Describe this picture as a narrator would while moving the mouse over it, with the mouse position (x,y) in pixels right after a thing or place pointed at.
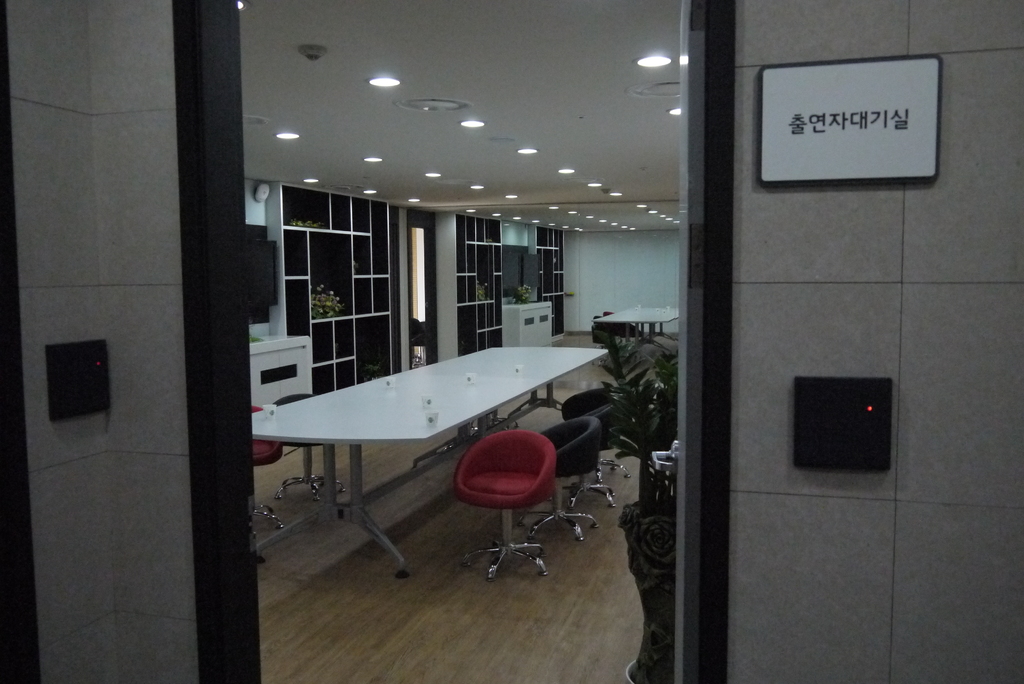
In the image we can see a room (576,244), in the room (554,252) we can see there are chairs (542,475) and tables (418,439). Here we can see plant (632,449), floor (499,623), television (264,293), shelves (314,282) and lights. Here we can see a board (813,131) and a wall (667,282).
